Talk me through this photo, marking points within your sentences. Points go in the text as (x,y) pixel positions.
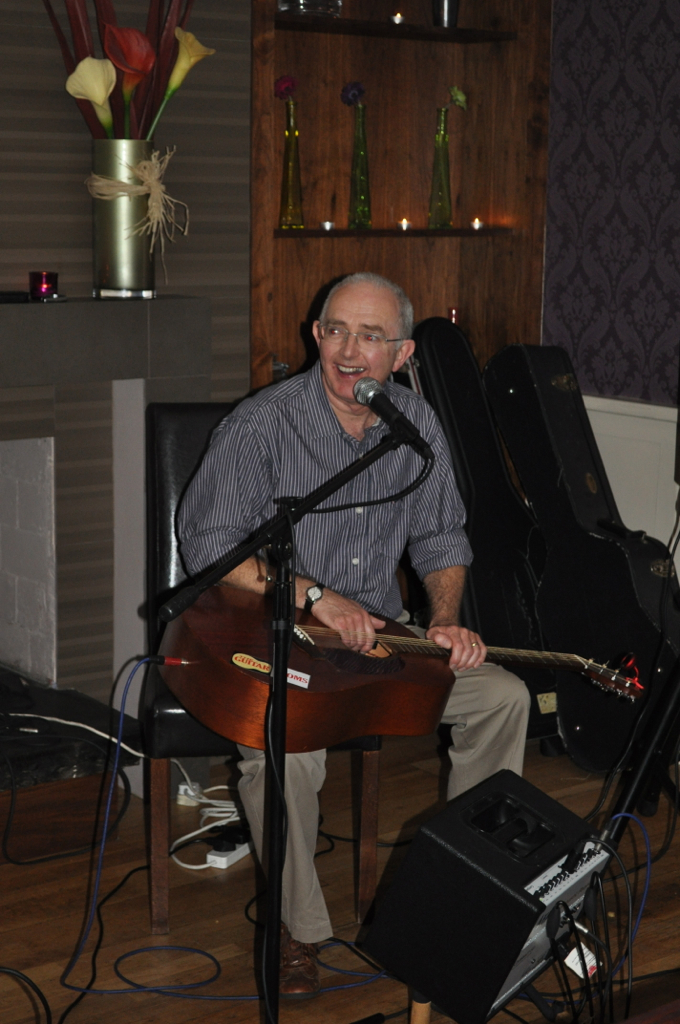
In this image I can see a man (456,588) holding a guitar (172,673). Here I can see a mic (364,385) in front of him. I can also see a smile (341,366) on his face (349,391). In the background (125,285) I can see a flower vase (113,281) and few flowers (139,66) in it.
